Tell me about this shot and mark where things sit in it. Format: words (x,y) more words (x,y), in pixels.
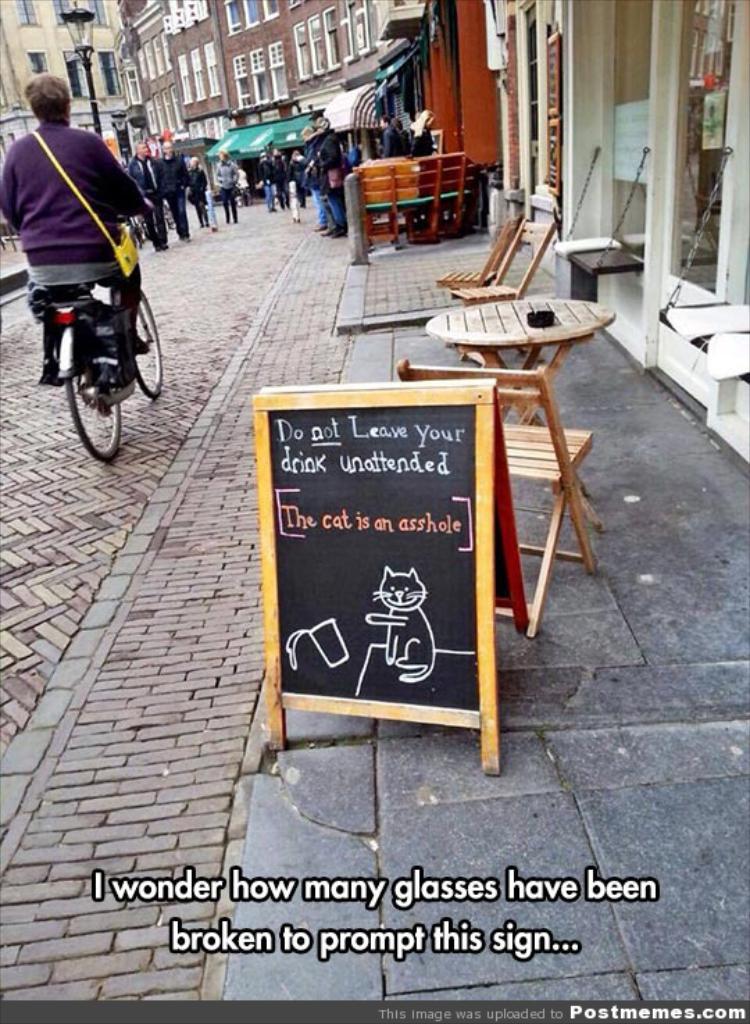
In the picture we can find a street (170,330) with shops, buildings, street lamp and some people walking and one person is riding a bicycle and we can also see tables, chairs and some board (452,643).
